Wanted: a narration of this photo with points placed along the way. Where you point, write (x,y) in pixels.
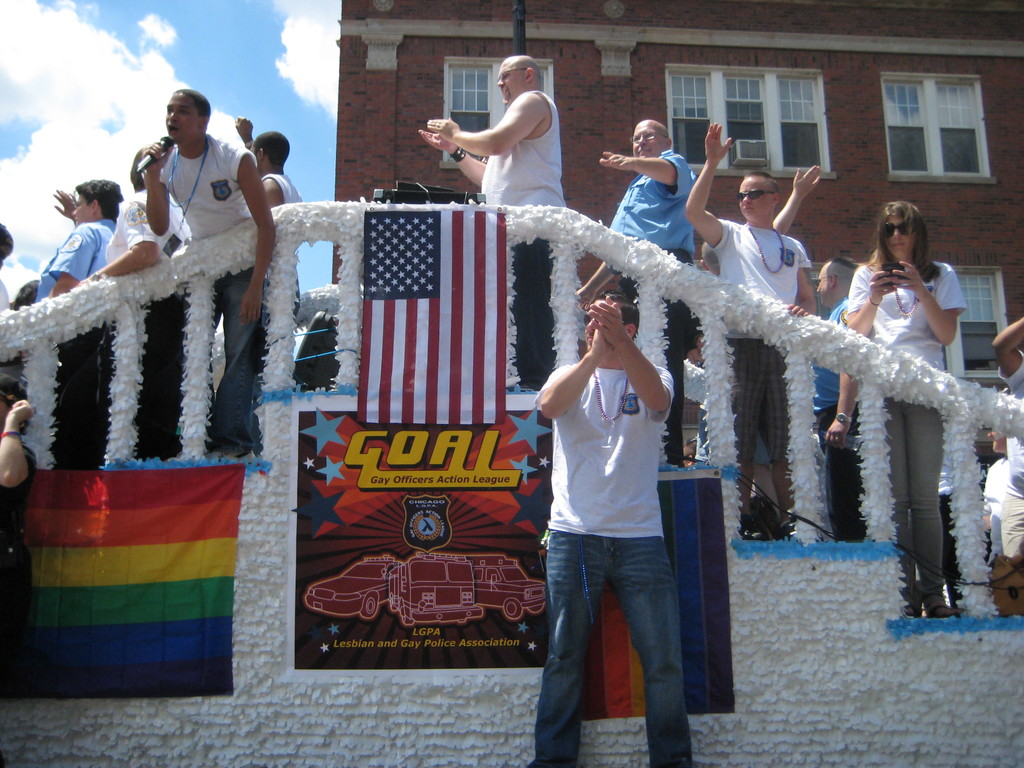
In this image we can see people (919,425), railing (200,250), flags (693,714), poster (534,521), wall (800,726), windows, and a building (879,73). In the background (318,81) there is sky (286,113) with clouds (301,51).
